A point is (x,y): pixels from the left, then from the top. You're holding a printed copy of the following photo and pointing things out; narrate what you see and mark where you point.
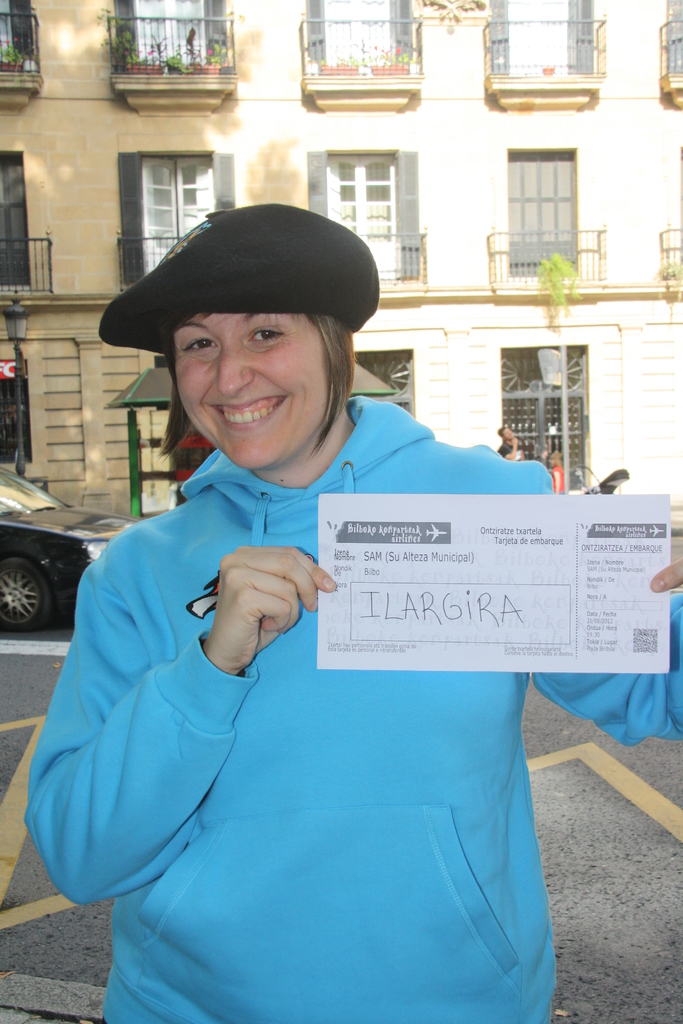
In this image I can see a person (337,886) is holding paper (514,619) and wearing blue top (337,714) and black cap (251,285). Back Side I can see building (462,230) and windows (391,183). I can see a light-pole (17,307) and vehicle (38,561) on the road (598,831).
